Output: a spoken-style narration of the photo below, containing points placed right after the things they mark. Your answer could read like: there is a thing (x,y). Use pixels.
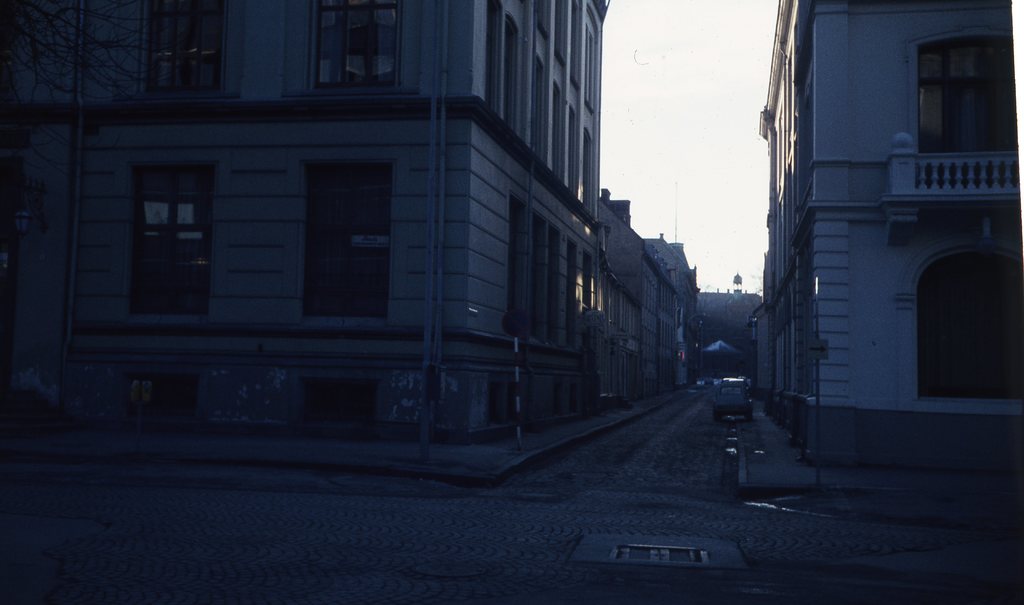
In this image we can see the buildings (591,247), pole (424,390) and also the sign boards (522,333). We can also see a vehicle (745,386) on the path (735,462). At the bottom (672,536) we can see the road (609,541). On the left (23,83) we can see the tree (97,54) and also the sky (648,81).
